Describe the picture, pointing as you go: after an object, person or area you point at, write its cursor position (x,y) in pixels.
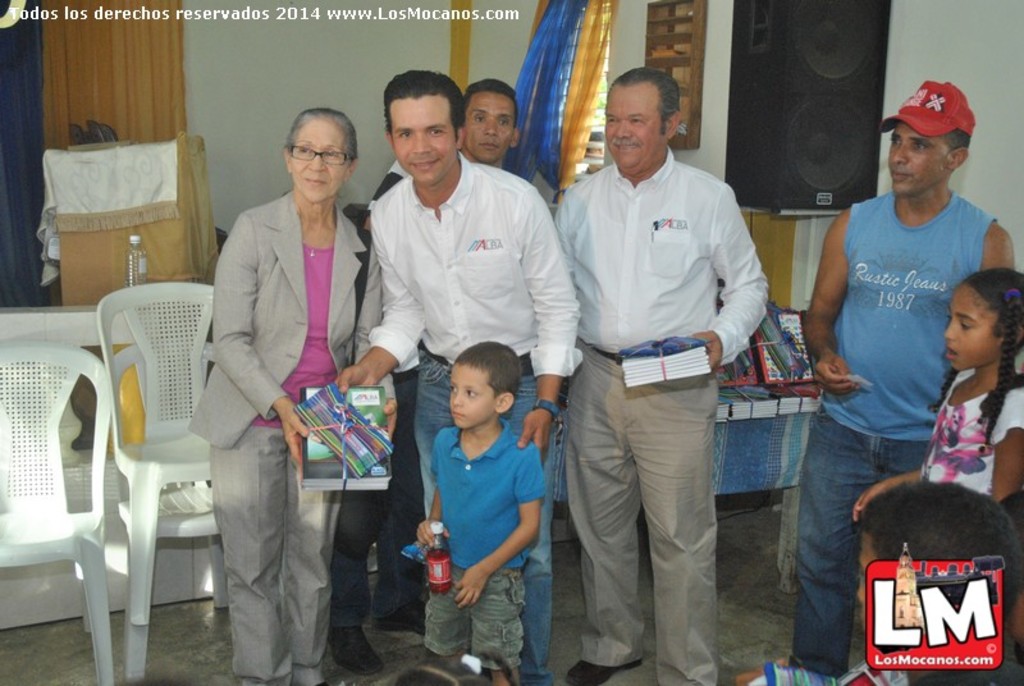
In this image we can see people (539,350) standing and some of them are holding books (674,353). There are chairs (193,394) and we can see a table (738,427). There are books (753,402) placed on the table (760,428). We can see a speaker (784,17) and there is a podium (112,248). There are bottles (137,279). In the background (256,70) there is a wall (239,70) and we can see curtains (567,78). There is a window (599,127).
